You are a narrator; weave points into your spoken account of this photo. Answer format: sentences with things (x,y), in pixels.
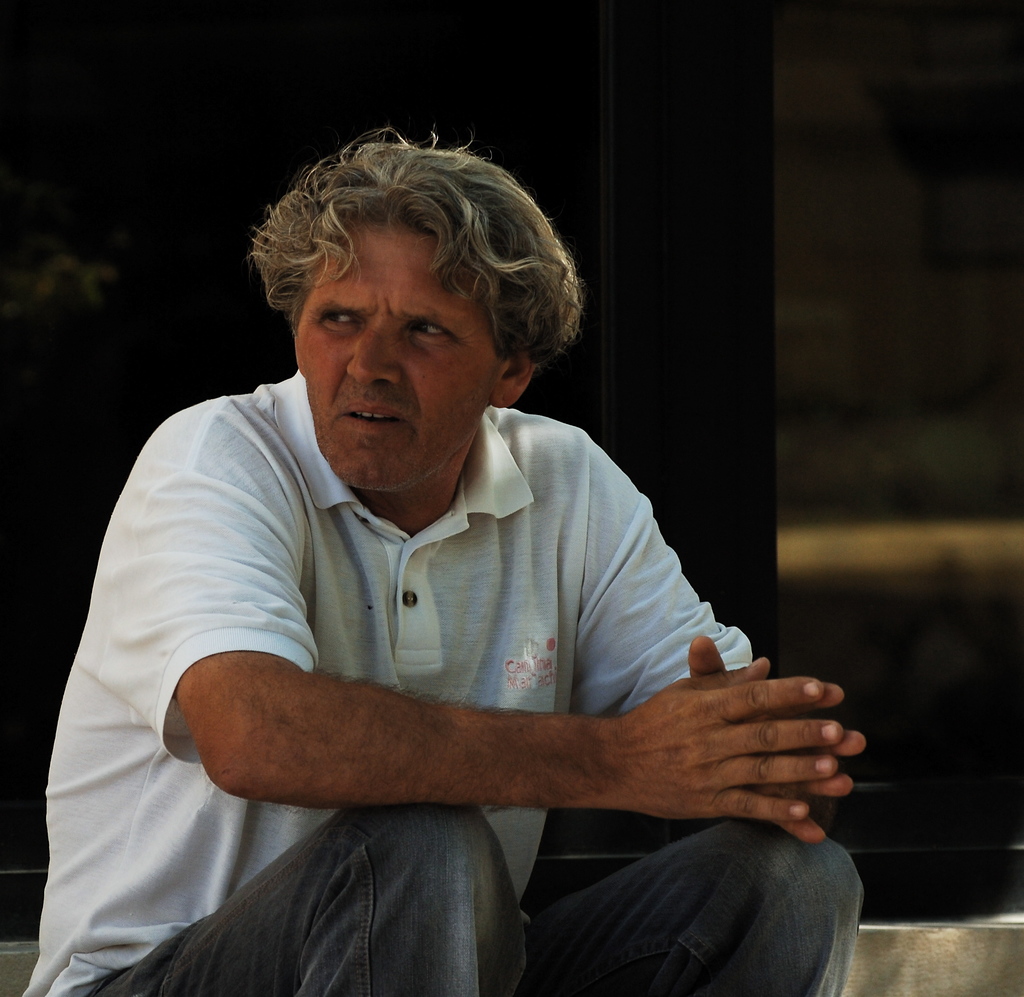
In this image there is a man (358,640) sitting, he is wearing a T-shirt (437,571), there is an object (728,437) behind the man (369,245), the background of the image (153,47) is dark.
